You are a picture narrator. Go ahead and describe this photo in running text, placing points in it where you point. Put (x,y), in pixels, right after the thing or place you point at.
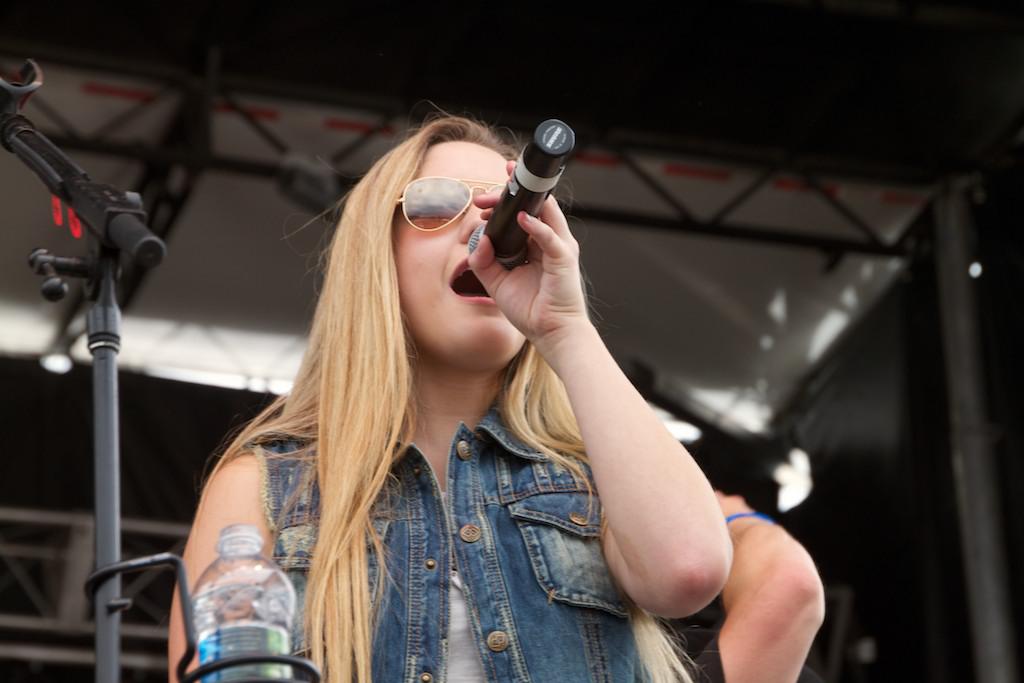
This image is clicked outside. In this there are two persons (595,426). In the front (449,561), the woman (391,494) is singing and she is wearing a blue color jacket (397,570). In front of her, there is a bottle (228,639) in a bottle stand (276,658), which is attached to a mic stand (112,258). In the background (199,160), there is a tent (704,162) and stand (241,114).
